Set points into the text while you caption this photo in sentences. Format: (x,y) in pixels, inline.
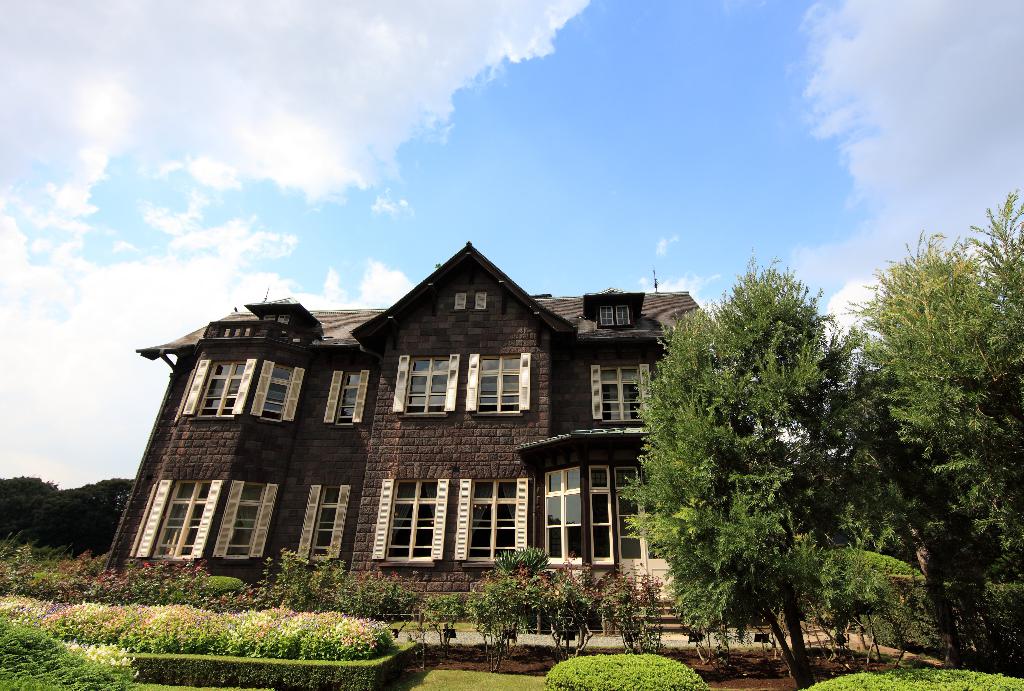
In this image we can see a house (278,455), there are some plants (472,608), trees (72,524) around the house (344,448), there are some windows (336,491), also we can see the sky (605,125).
